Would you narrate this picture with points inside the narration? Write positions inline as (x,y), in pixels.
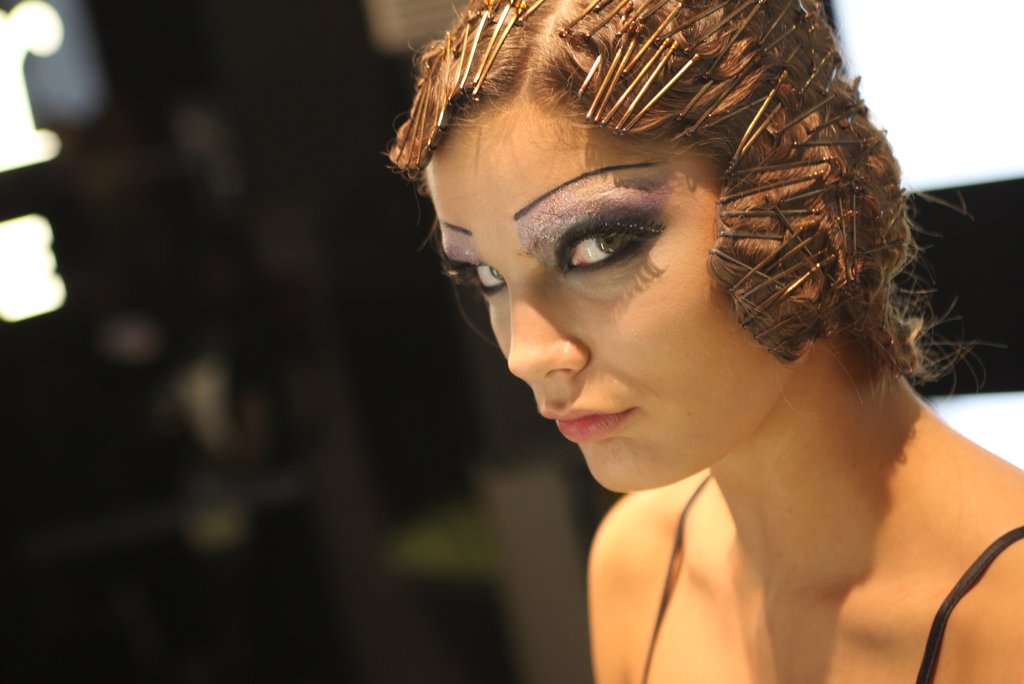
In this picture I can see the face (661,368) of a person (680,300).
